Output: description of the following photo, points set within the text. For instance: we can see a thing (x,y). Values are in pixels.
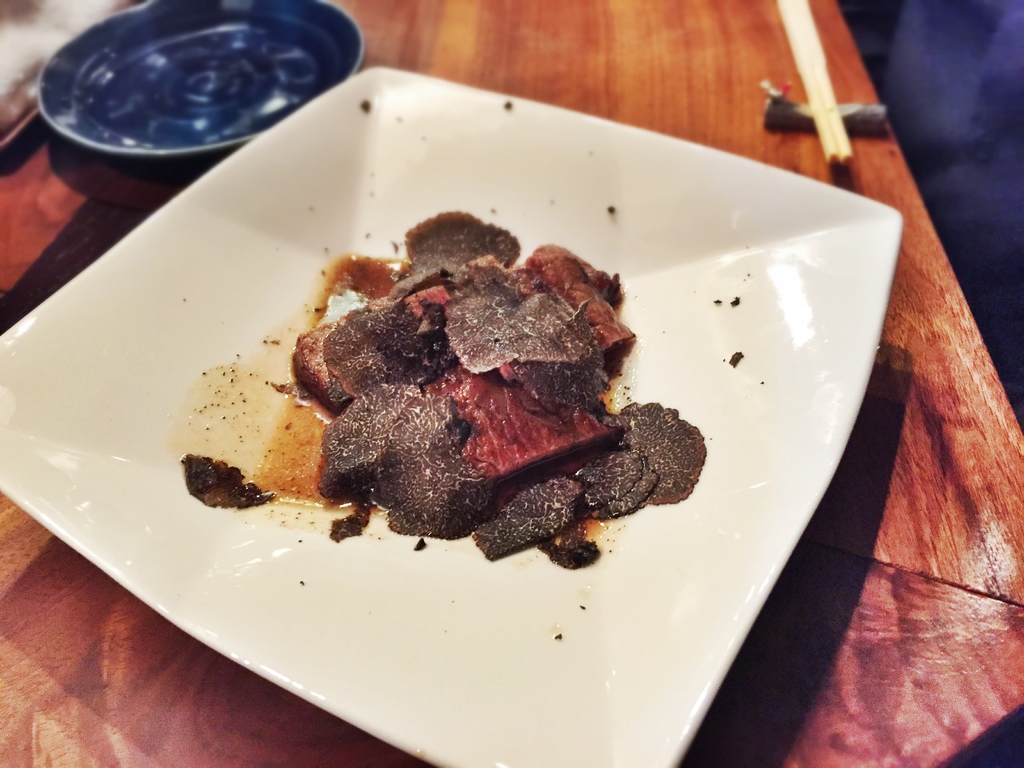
In this image we can see some food items (549,260) on a plate (724,423), which is placed on a surface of a table (867,590), behind it there are chopsticks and a plate (179,95).
